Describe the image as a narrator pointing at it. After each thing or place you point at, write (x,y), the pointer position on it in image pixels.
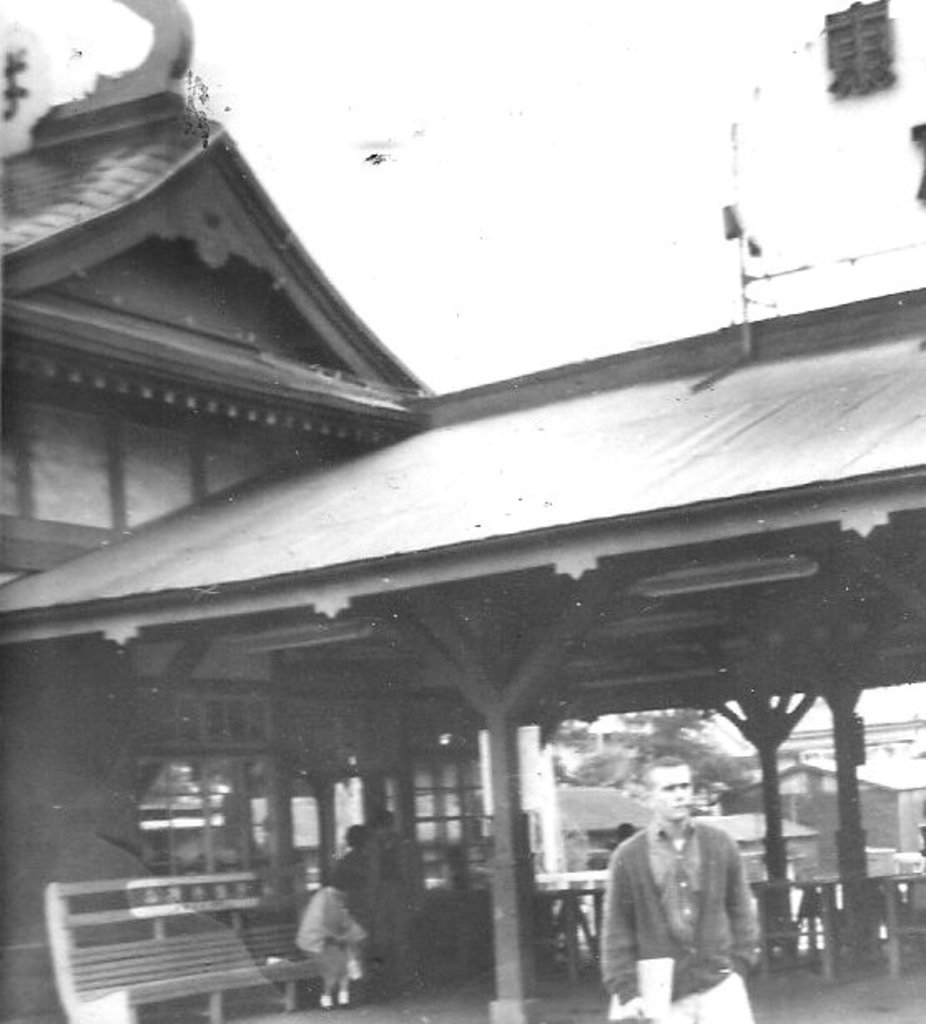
In the center of the image (498,524) there is an building (453,597). At the bottom (160,969) we can see a bench (143,975), person (375,885) and tables (814,886). On the top of the image (383,93) we can see a sky (460,188). In the background (804,763) there is a building (797,753) and tree (630,735).
